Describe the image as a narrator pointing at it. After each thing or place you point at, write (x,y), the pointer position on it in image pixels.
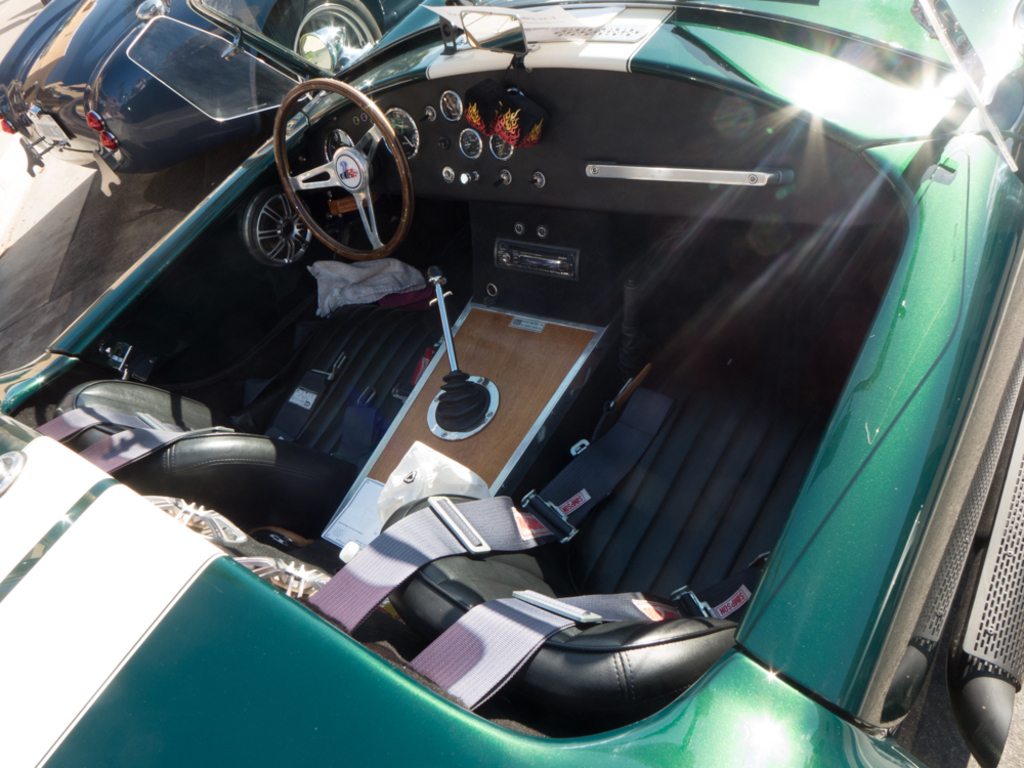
In this picture we can see two vehicles (148,446) on the road (55,331), here we can see a steering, speedometers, seats (323,334), seat belts (135,438), mirrors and some objects (323,281).
